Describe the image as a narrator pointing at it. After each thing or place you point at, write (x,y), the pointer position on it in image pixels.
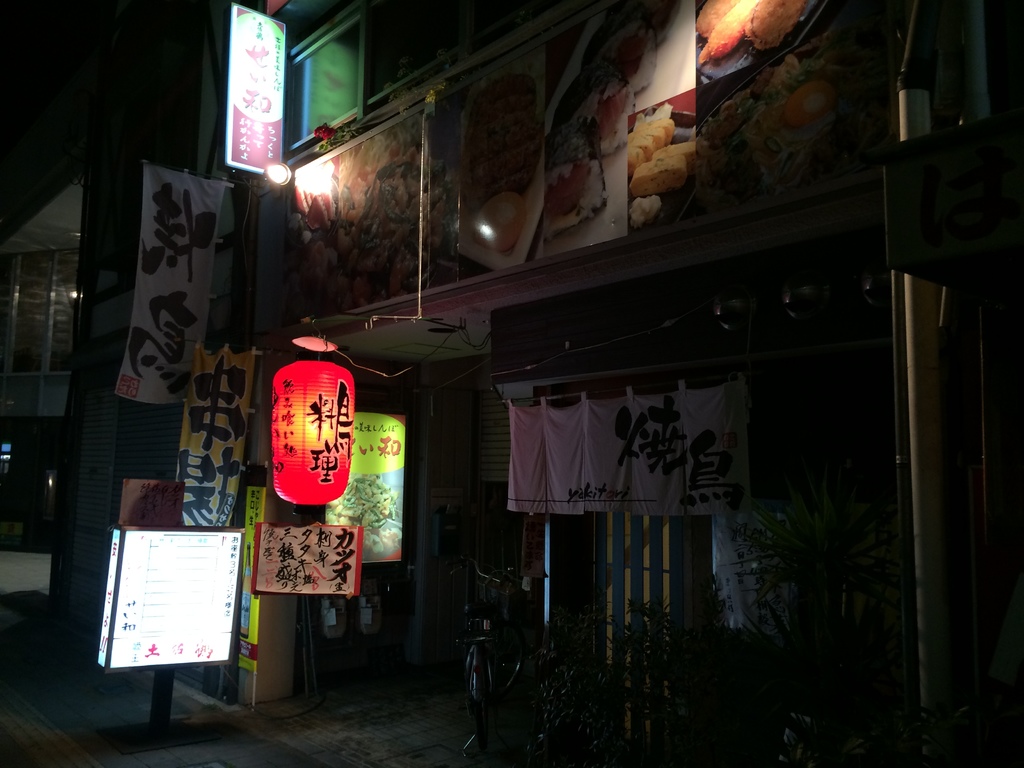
In the image there is a cycle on the floor (43,575). And there is a building (776,421) with walls (785,387), posters (470,111) with images (419,142), flags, banners (175,200) and also there is a pole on the footpath (46,563) with board (237,607). There are few clothes (712,424) hanging to the rope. On the left side of the image (68,119) there is a building (71,312) with glass windows (44,330).
